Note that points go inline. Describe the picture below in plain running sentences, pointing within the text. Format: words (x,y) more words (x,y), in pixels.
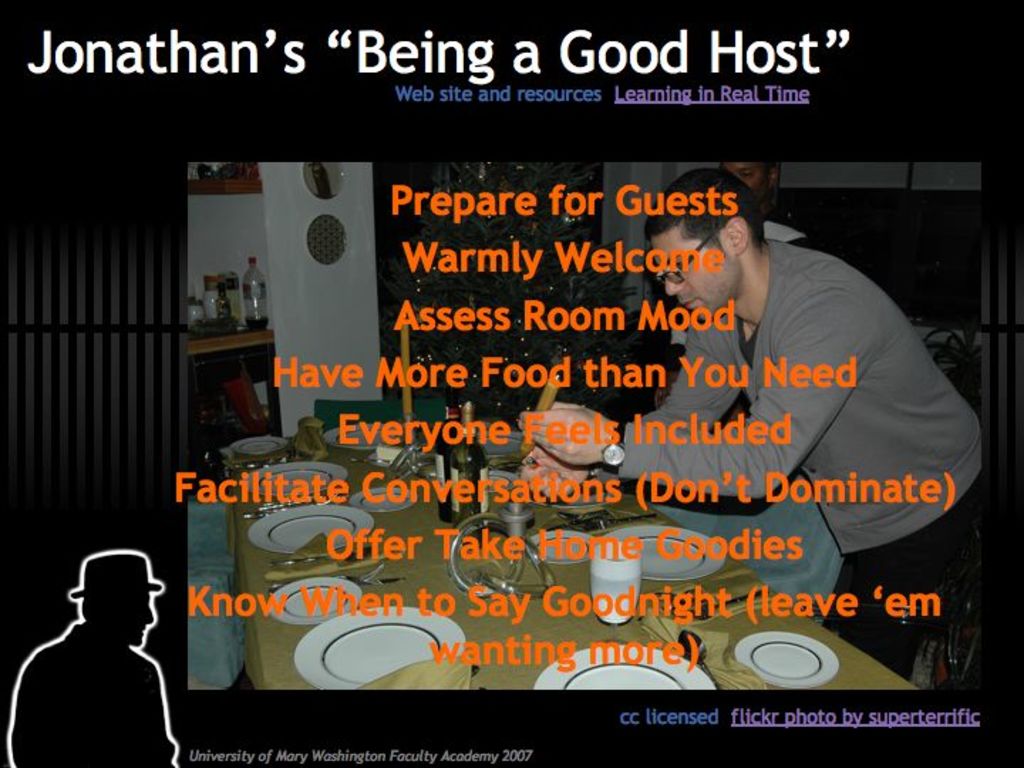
In this image I can see a man (804,349) is standing in front of a table (546,607). On the table (534,613) I can see plates (552,556), glasses (499,570) and other objects (457,582) on it. In the background (270,310) I can see wall (308,318), bottles (222,302) and other objects (393,285). I can also see some text (459,45) on the image.
